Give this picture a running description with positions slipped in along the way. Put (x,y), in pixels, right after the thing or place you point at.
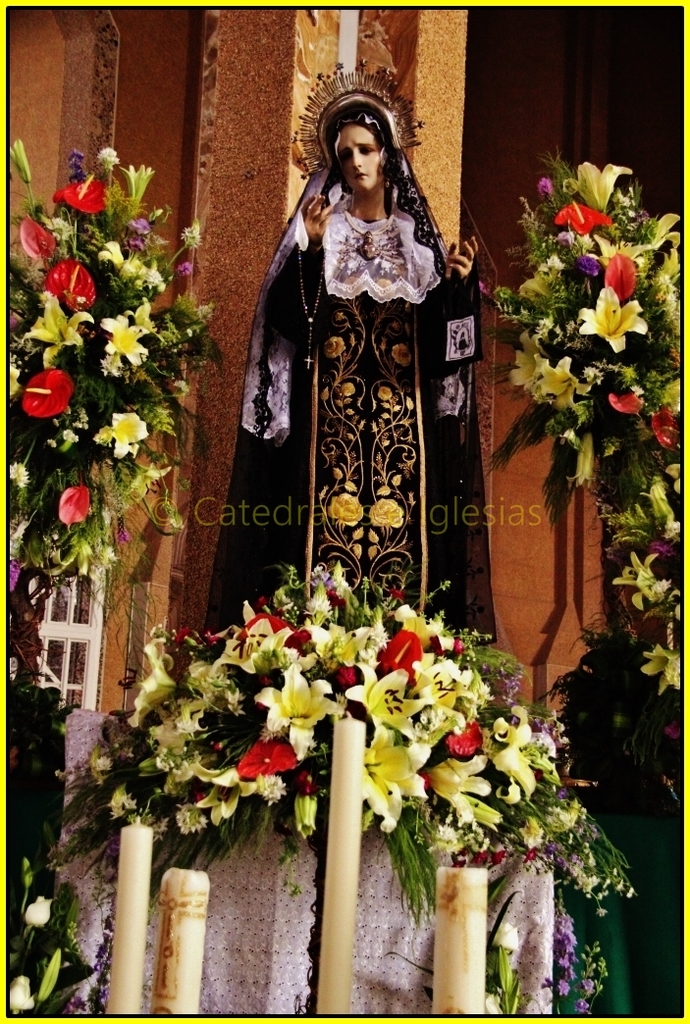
In this image, there is a statue (338,407) standing and wearing clothes (327,470). There are some flowers (163,411) on the left (107,398) and on the right side of the image (579,420). There are candles (155,977) and some flowers (463,740) at the bottom of the image (447,708).
